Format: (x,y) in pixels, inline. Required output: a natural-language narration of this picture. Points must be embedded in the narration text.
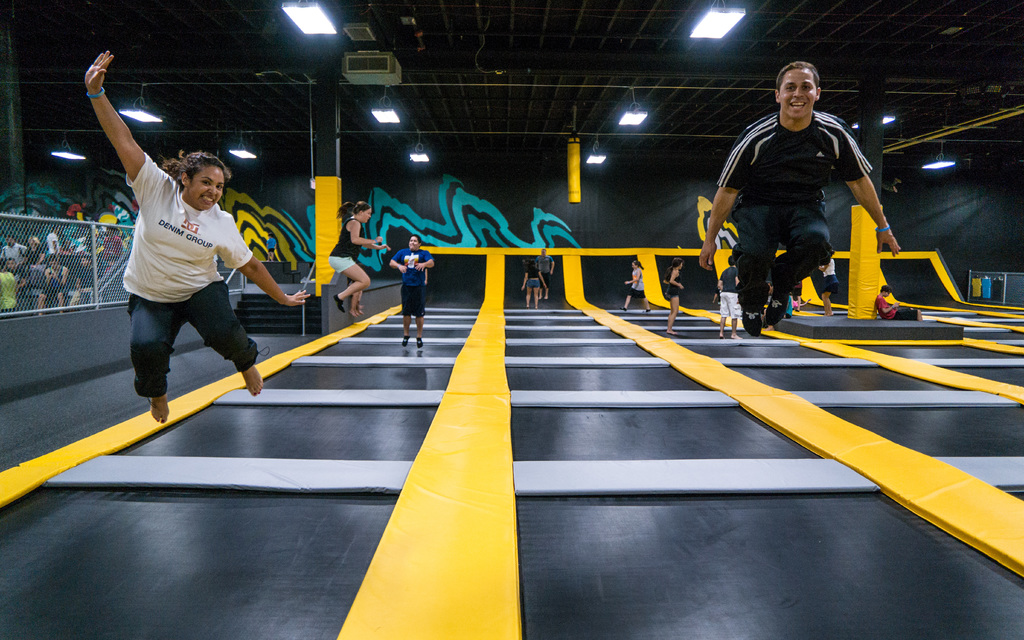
In this image I can see a woman (134,232) wearing white t shirt (163,247), black pant (156,309) and a man (756,180) wearing black t shirt (769,165), black pant (769,215) and black shoe (755,303) are jumping in the air. I can see trampolines (177,573) which are black in color below them. In the background (412,239) I can see few other persons (421,281), the ceiling (539,36), few lights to the ceiling (448,119) and to the left side of the image (79,257) I can see the metal fencing (84,244) and few persons (51,265) sitting on the other side of the metal fencing (103,281).
